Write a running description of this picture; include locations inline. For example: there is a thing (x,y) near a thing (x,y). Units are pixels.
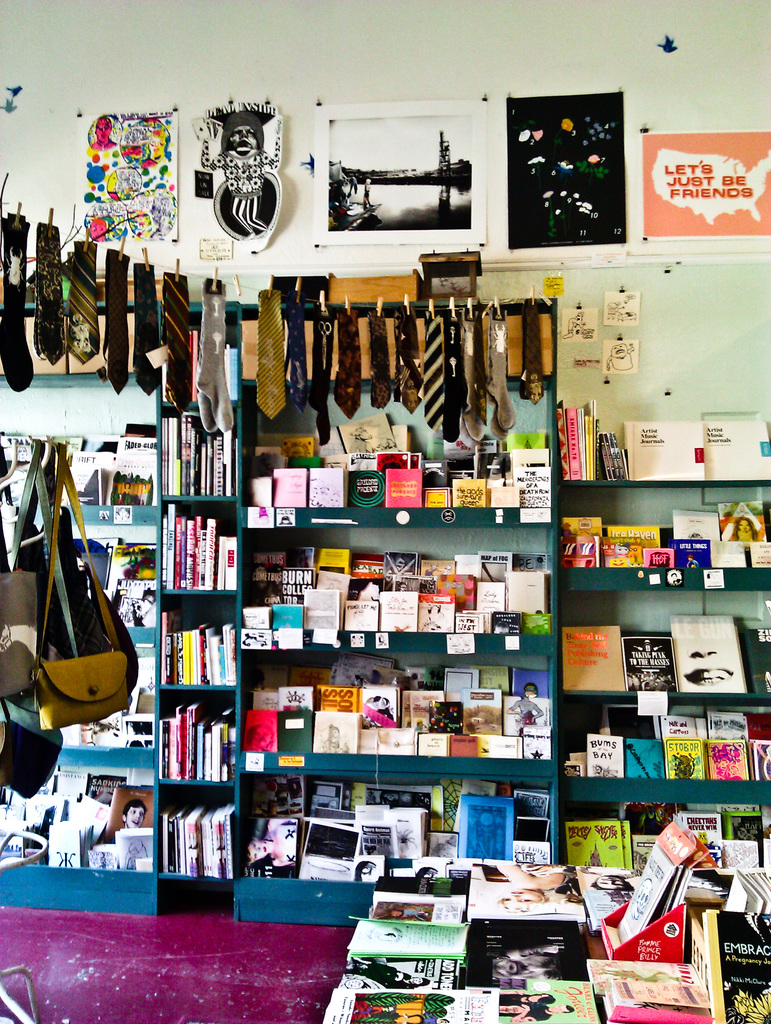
In this picture there are books (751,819) at the bottom side of the image (450,835) and there are book shelves (756,789) in the background area of the image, there are ties (74,347), which are hanged from a rope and there are posters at the top side of the image (356,199).
